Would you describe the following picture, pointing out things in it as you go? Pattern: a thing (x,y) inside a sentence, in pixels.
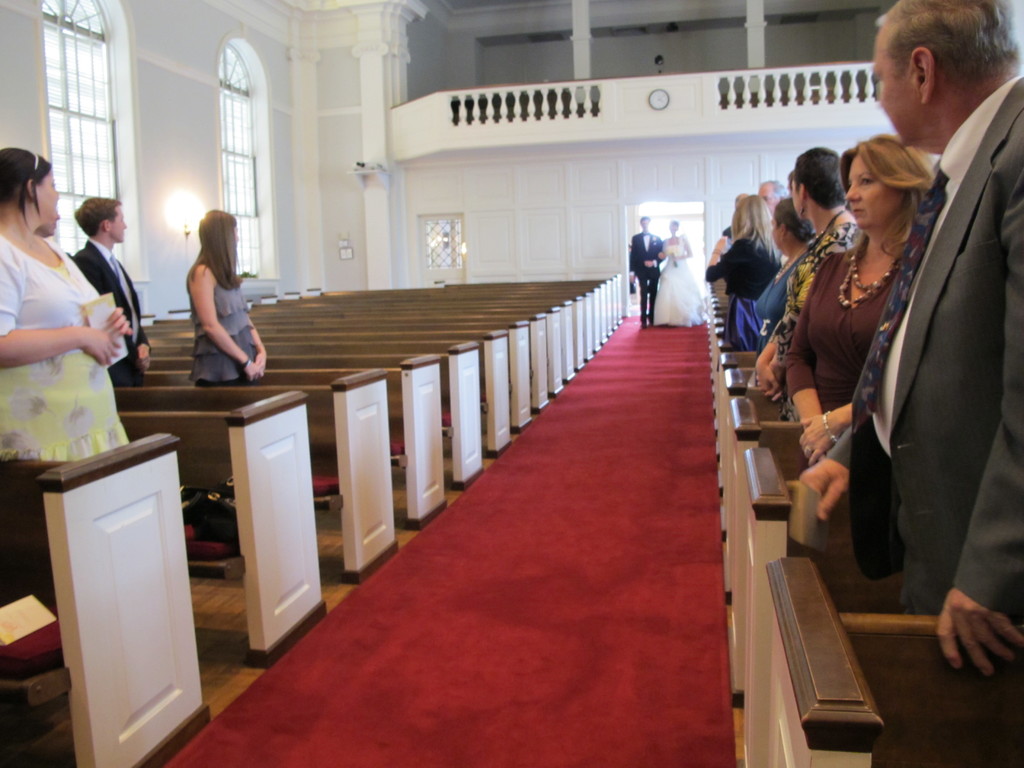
In this image we can see a married couple (644,280) who are walking through the middle, wearing black and white color dress (659,269) respectively and there are some persons (987,425) at left (218,227) and right side of the image (884,441) standing and at the background of the image (151,137) there is wall (345,120).
